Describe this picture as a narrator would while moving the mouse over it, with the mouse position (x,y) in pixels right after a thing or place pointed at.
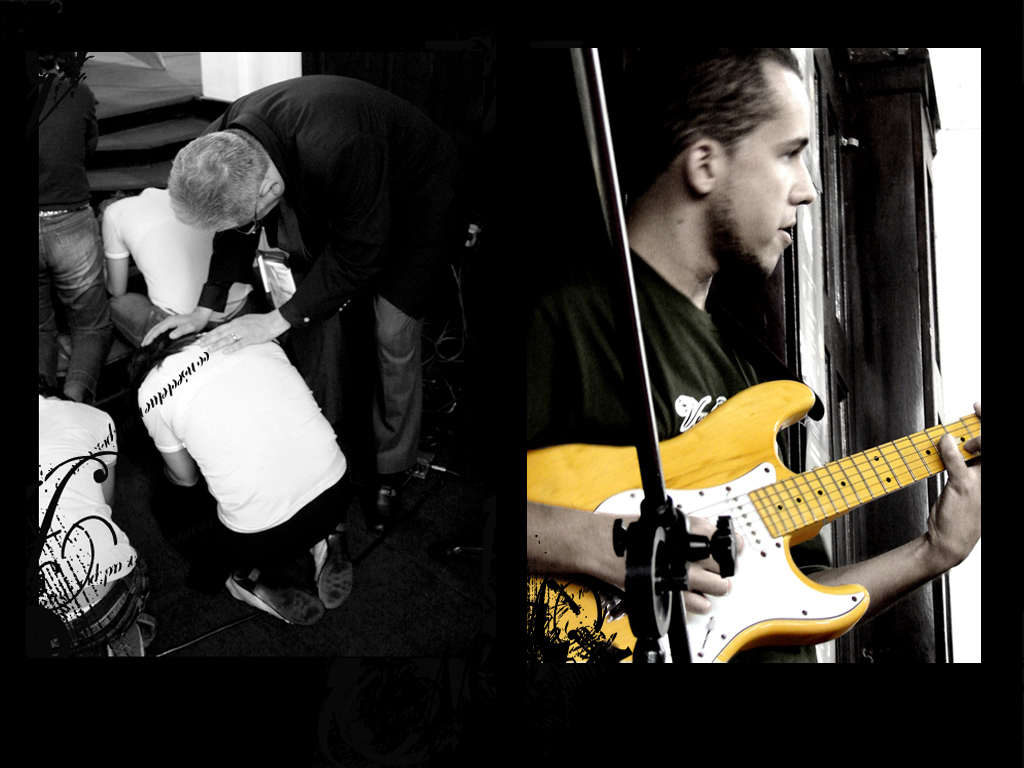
This Picture describe that right side of the boy (723,147) is playing yellow guitar (734,494) and left side (234,468) three people (221,440) are kneeling down and a man (324,261) wearing black coat (324,253) is keeping hand (189,317) on one head (155,345).
